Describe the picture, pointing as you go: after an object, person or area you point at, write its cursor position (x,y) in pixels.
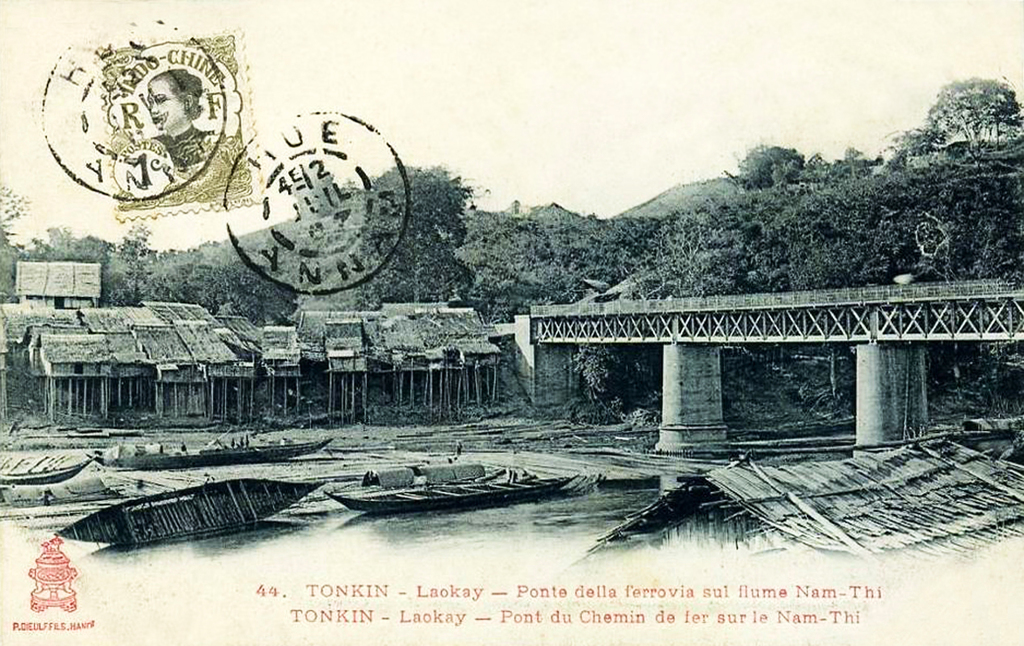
In this image I can see few boats (262,446) on the water (606,503). In the background (492,385) I can see few huts (361,341), trees (454,195) and I can also see the bridge (792,335) and the sky (545,115) and the image is in black and white and I can see something written on the image.
